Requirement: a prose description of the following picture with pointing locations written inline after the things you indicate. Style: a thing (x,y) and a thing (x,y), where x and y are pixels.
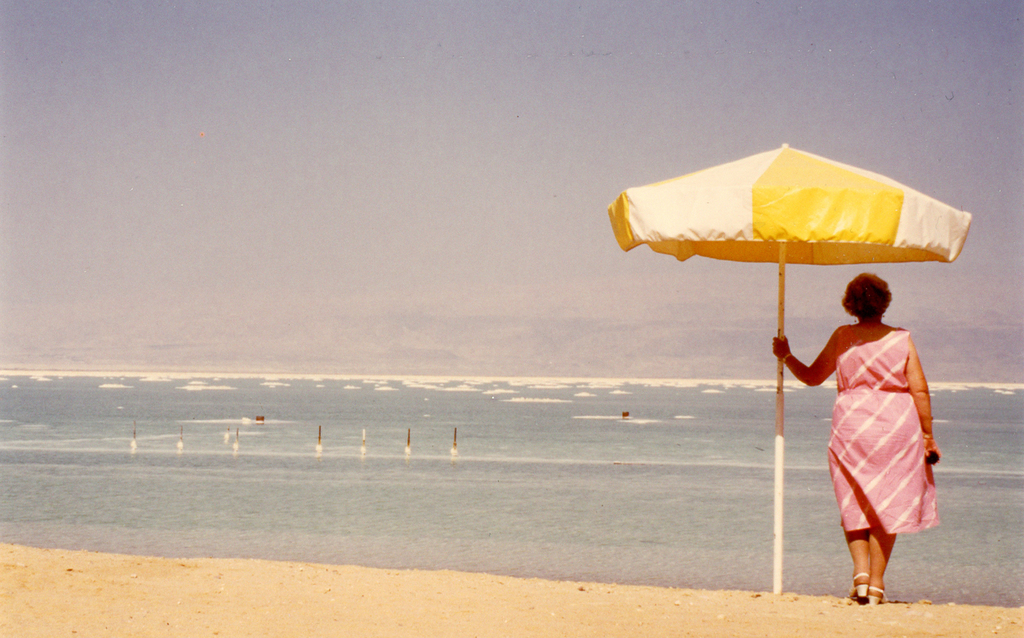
In the image we can see a woman (904,420) standing, wearing clothes (900,434), sandals (862,595) and she is holding the pole (780,381). Here we can see an umbrella (745,232), sand (296,620), water (541,569) and the sky (333,240).
